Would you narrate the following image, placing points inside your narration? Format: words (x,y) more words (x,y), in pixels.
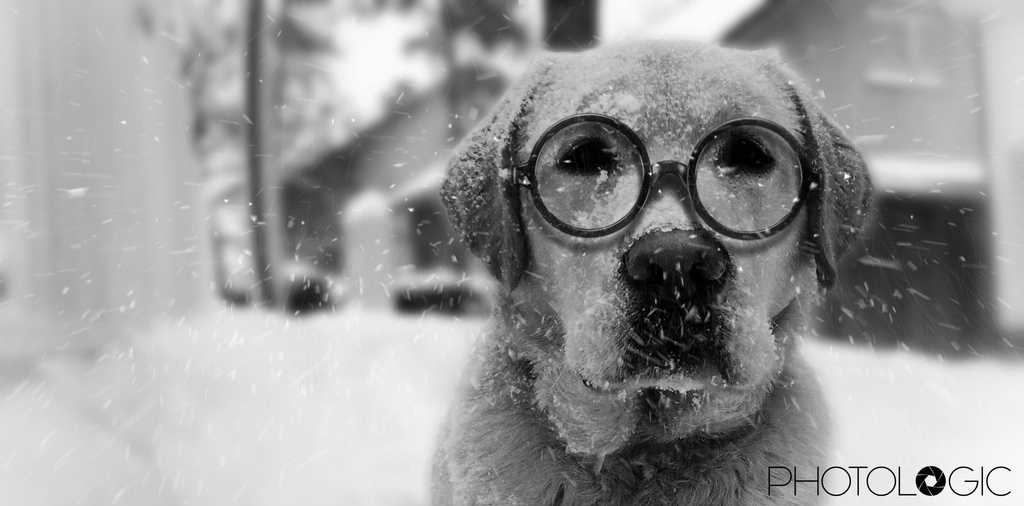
In this black and white image, we can see a dog (784,299) wearing spectacles (598,164). There is a text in the bottom right of the image (825,470). In the background (325,167), image is blurred.
